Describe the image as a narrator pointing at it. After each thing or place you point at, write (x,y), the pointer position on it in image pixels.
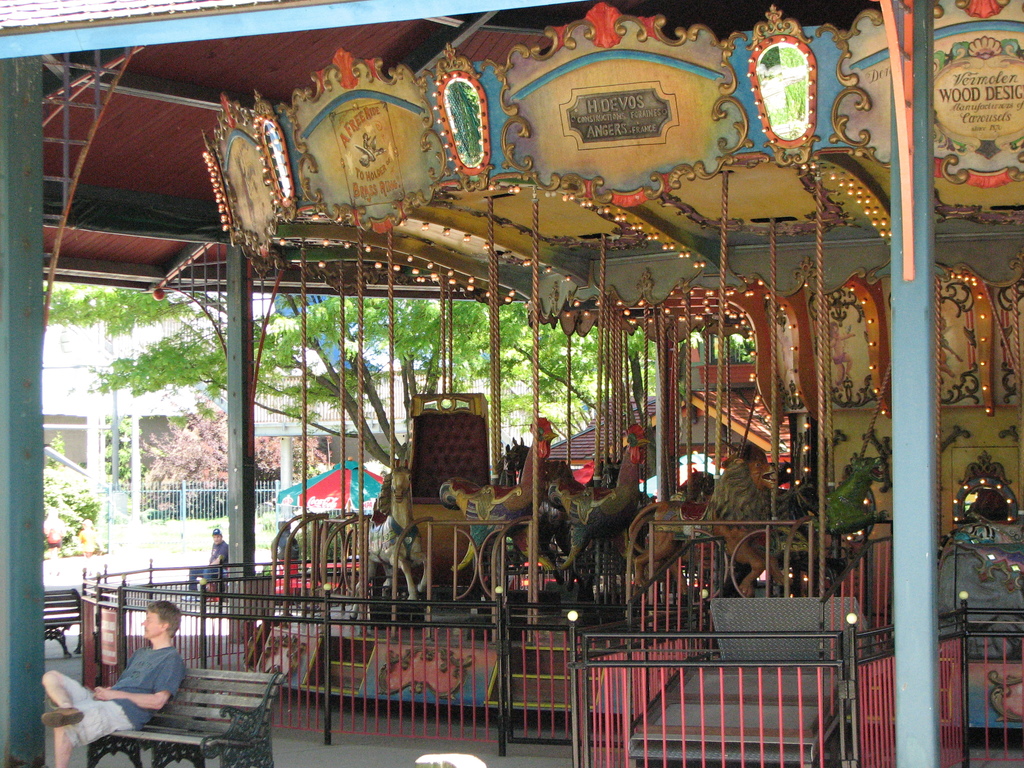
In this image there is a child carousel (522,515), there is a person (85,708) sitting on the bench (170,708), a fence (178,581), few trees (159,470) and a building (290,362).
